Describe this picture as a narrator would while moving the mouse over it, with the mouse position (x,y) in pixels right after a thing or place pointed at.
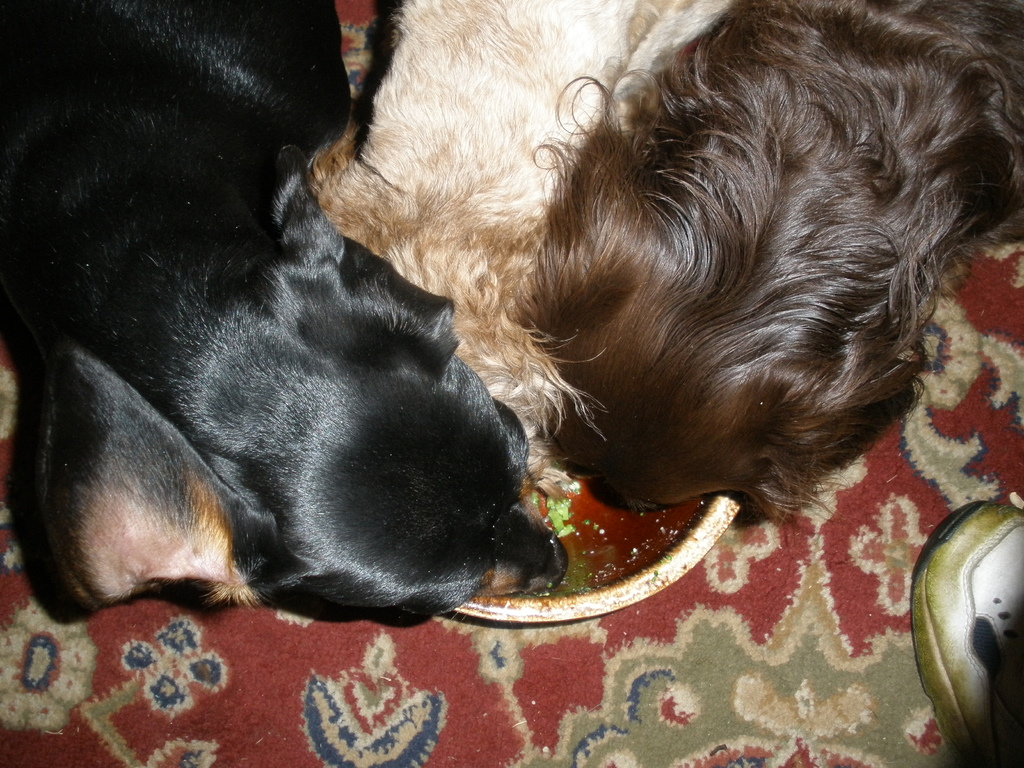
In this image I can see an animals (372,334) which are in black, brown and white color. I can see these animals (436,509) are eating something which is in the bowl (587,541). To the side I can see the person's shoe (940,608).
